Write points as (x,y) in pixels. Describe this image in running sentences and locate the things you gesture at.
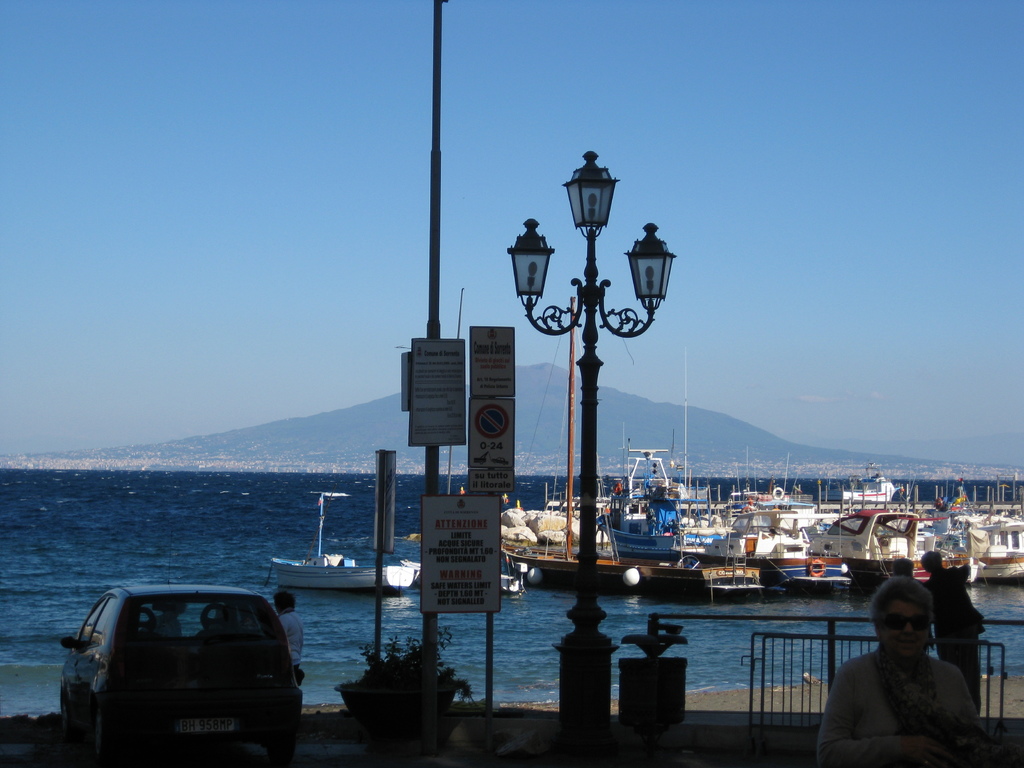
In the bottom left side of the image (227,605) there is a vehicle (145,745) and plant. In the middle of the image (436,509) there are some poles (439,729) and sign boards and lights (587,315). Behind the poles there is fencing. Behind the fencing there is water (14,491), above the water (535,479) there are some ships (1014,557) and boats (978,532). At the top of the image (7,144) there is sky (916,338). In the bottom right corner of the image (1009,757) few people (971,749) are standing.
